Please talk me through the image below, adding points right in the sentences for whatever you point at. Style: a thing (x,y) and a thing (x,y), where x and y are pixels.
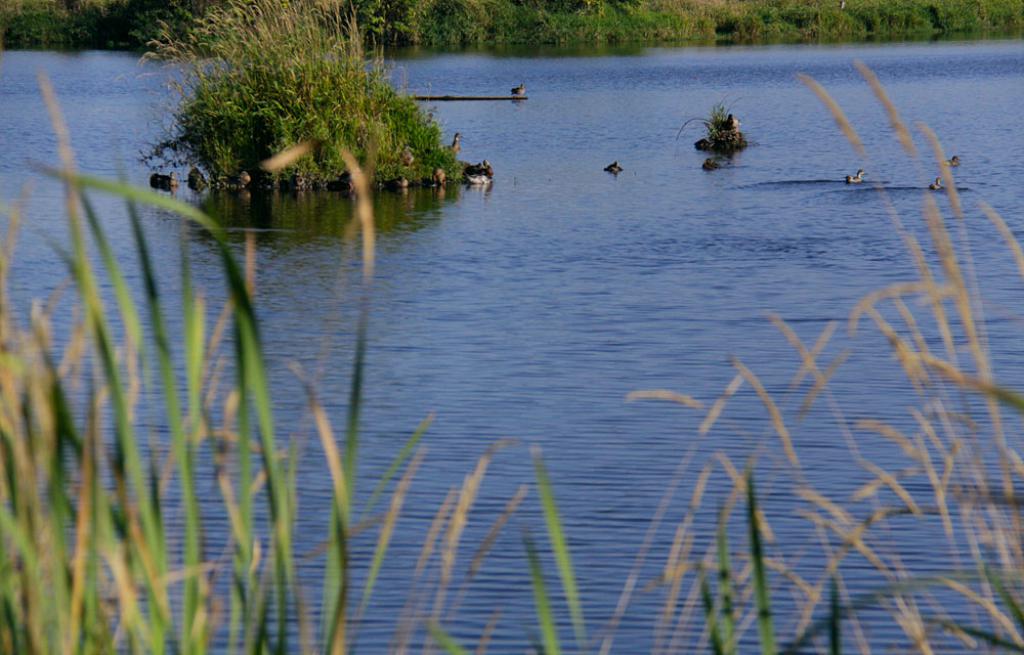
In this image we can see a group of birds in a large water body (667,362) and some birds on the stones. We can also see a group of plants (906,501).
